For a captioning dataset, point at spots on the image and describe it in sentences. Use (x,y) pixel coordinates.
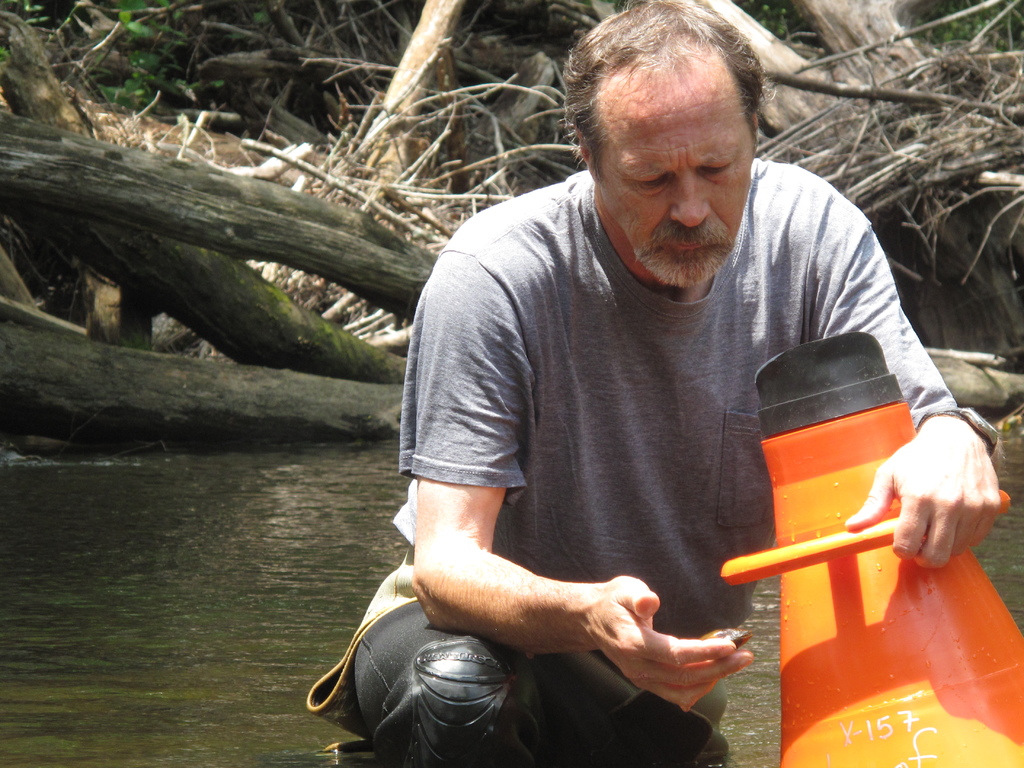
This image consists of a man (862,304) sitting. At the bottom (186,572), there is water (223,525). In the background (517,147), we can see dry leaves (421,245) and plants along with the trunks (267,287) of the trees (322,236). It looks like it is clicked in a forest (1009,166). He is holding an object (869,600), which in orange color.
